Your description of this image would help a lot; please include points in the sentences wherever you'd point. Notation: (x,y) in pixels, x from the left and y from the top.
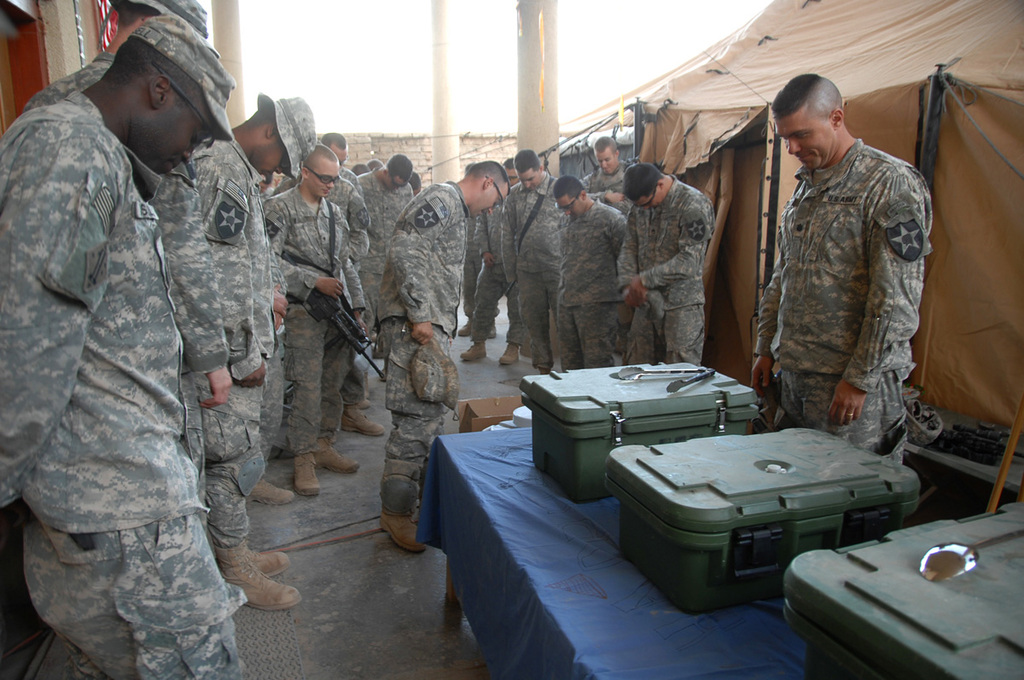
In this image there are so many officers (673,352) standing in group beside the tents (948,367), also there is a table (755,673) with some boxes (909,669) on it.
